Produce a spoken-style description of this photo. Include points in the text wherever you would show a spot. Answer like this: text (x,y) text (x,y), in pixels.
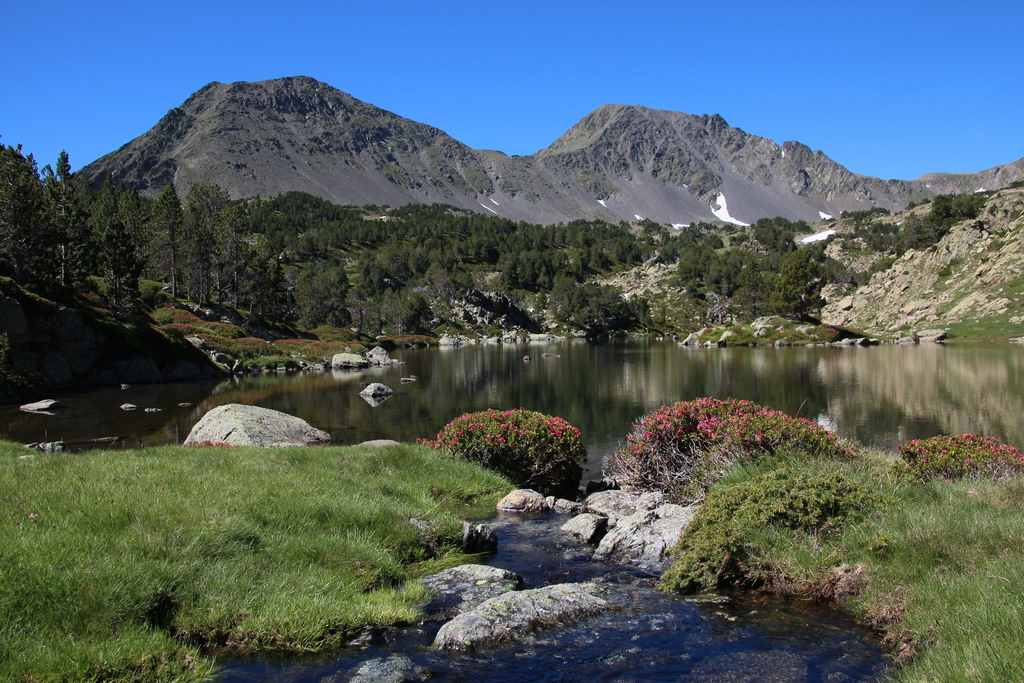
In this image we can see there is a river (463,403), rocks (321,435), grass (439,467), plants (626,456), trees (504,259), mountains (508,162) and a sky (653,44).
